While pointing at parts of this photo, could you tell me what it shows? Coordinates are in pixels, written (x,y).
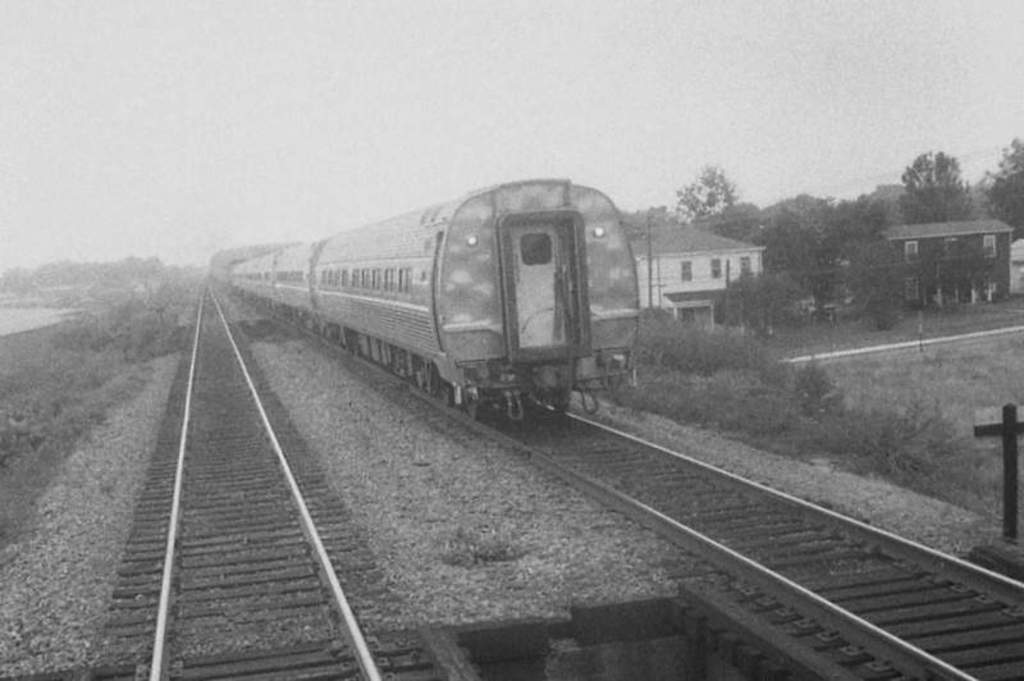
This image consists of a train (281,272). At the bottom (518,529), there are tracks (851,632) along with stones (575,515). On the right (697,235), we can see houses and trees (844,289). At the bottom (847,456), there is grass (908,398) on the ground (93,384). At the top (333,107), there is the sky (347,148).
